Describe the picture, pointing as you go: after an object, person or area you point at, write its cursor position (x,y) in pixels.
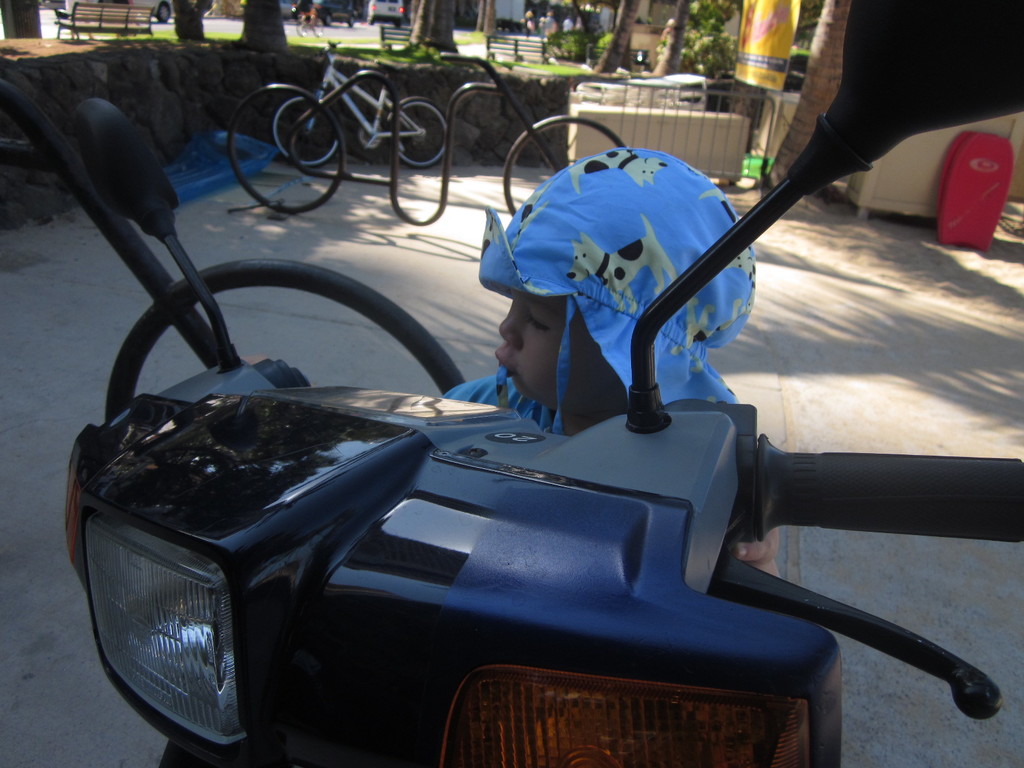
In the foreground of the image (590,423) we can see a boy (578,394) wearing a dress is standing on a motorcycle (201,712) placed on the ground (874,729). In the background (158,12), we can see group of vehicles (373,11) parked on the road (335,33), a bench (105,24) is placed on the ground (116,46), a group of trees (788,160), metal railing (629,113) and a trash bin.
